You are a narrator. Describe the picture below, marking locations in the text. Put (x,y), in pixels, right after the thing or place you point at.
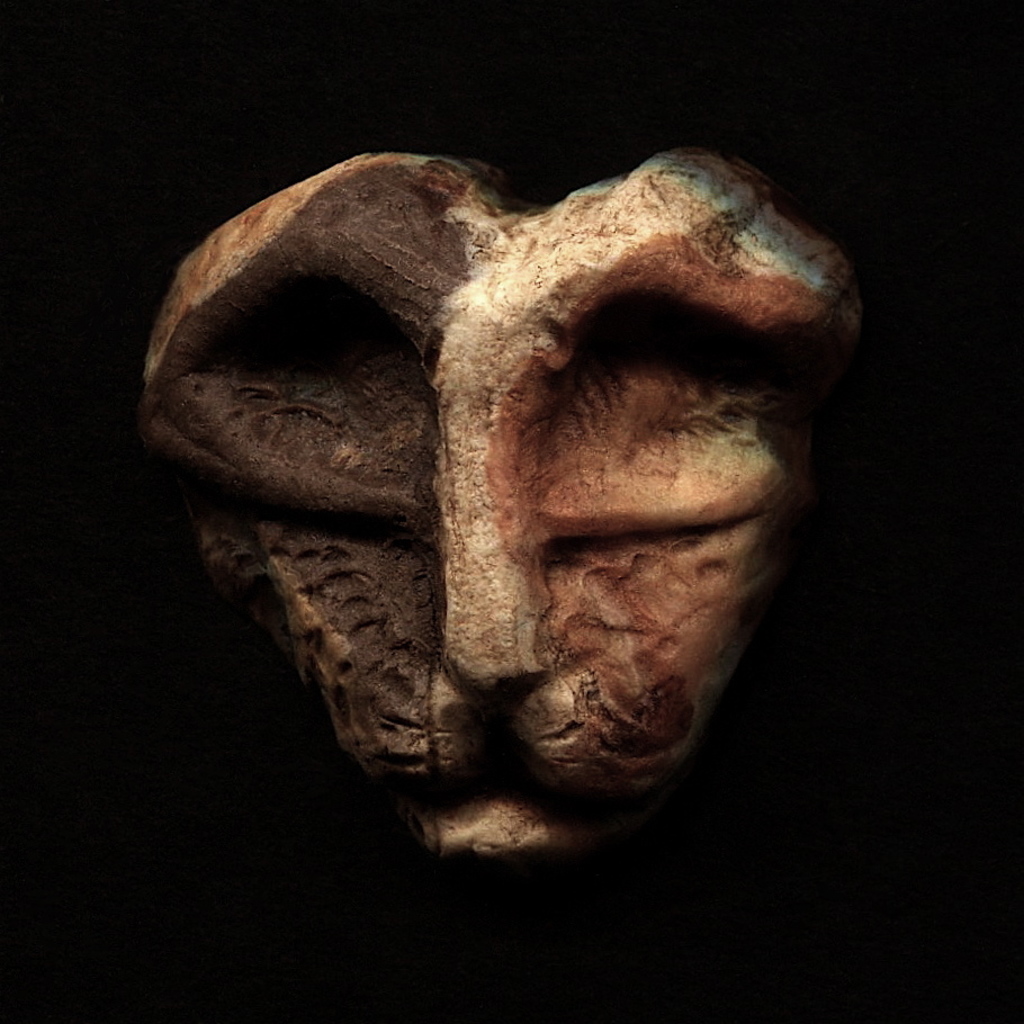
In this picture we can see a sculpture (563,688) in the front (430,414), there is a dark background (957,143).
